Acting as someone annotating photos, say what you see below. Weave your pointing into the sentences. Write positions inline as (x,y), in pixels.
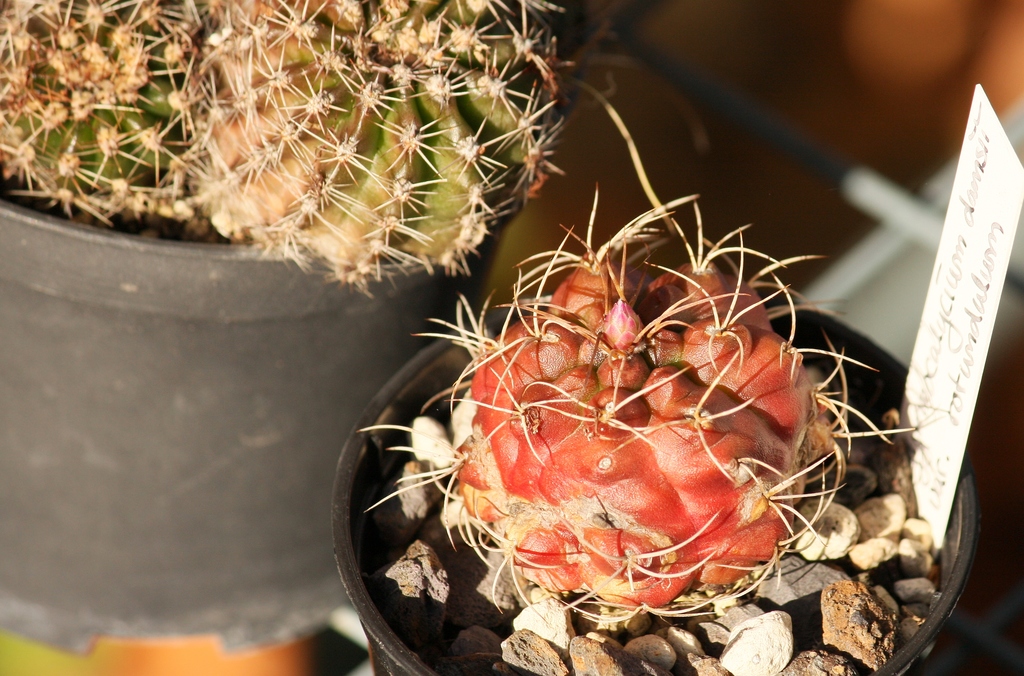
In this image there are two pots (426,358). On the pot (359,585) there are cactus (577,584) and there is a label (952,353) on it.
